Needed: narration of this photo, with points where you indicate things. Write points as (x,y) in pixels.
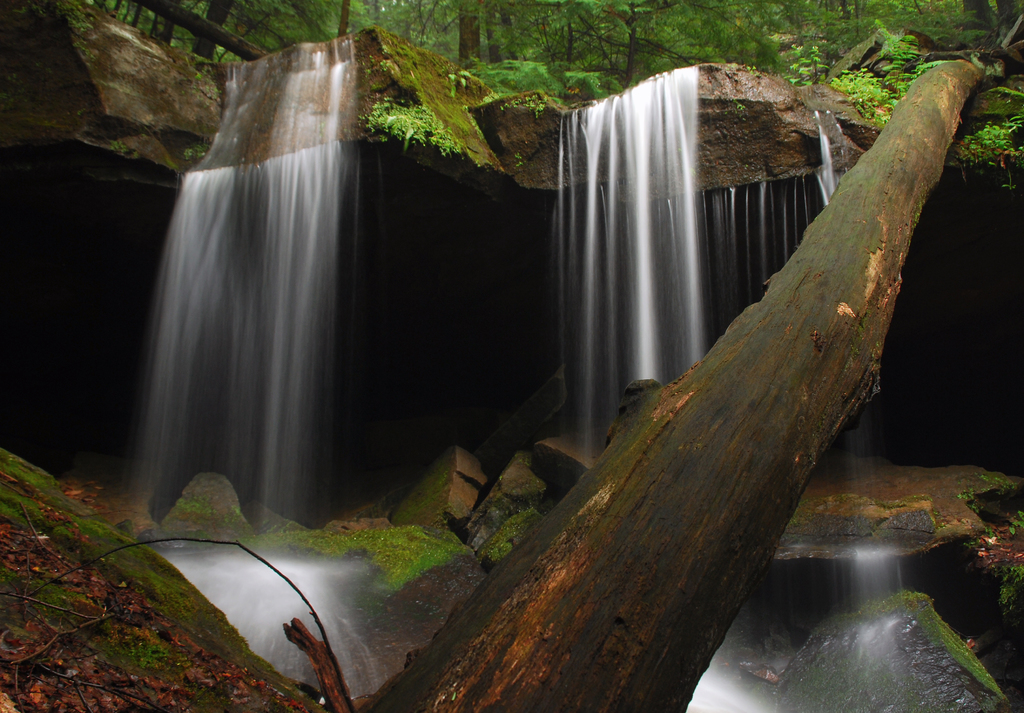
This picture is clicked outside. In the foreground (543,682) we can see a water body (322,567) and a trunk of a tree like object (834,239) and we can see the rocks (507,540), and in the center (660,376) we can see the waterfalls (626,137), some portion of green grass (442,127) and we can see the plants (870,92) and trees (210,6) and the rocks (434,102).
